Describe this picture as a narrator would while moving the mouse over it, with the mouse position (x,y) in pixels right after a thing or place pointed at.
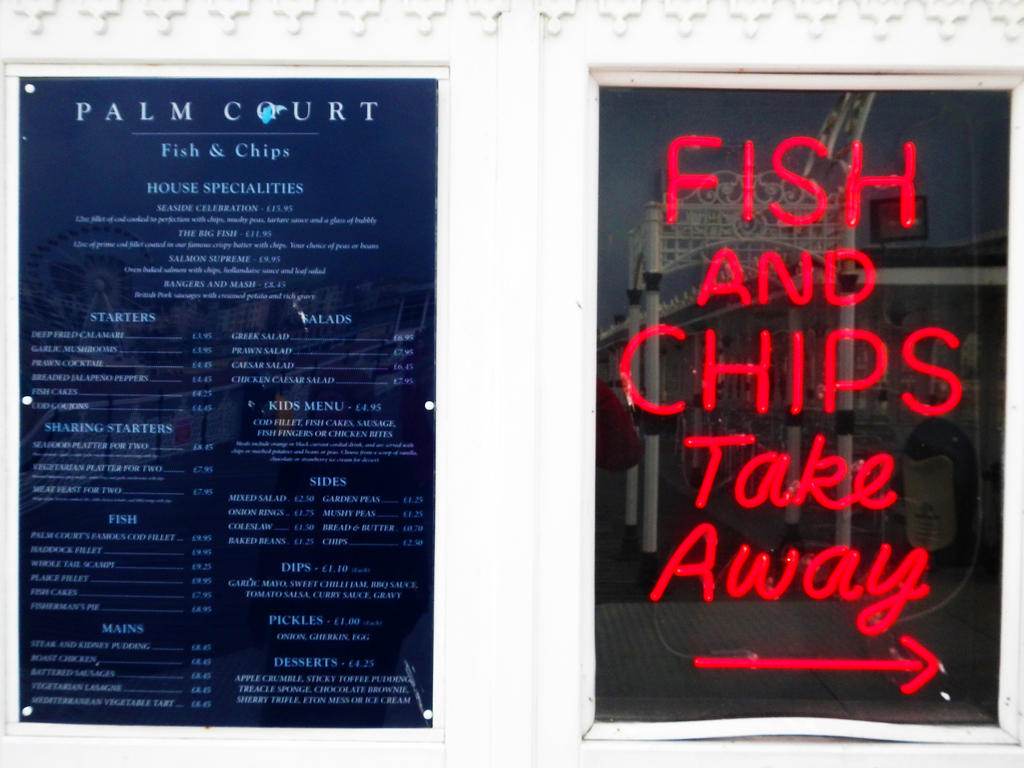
In this image we can see a menu card (395,365) and a neon sign (873,379). In the menu card (383,342) there is a text (337,517). In the neon sign (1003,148) there is text (868,460). In the background of the image (472,723) there is a white background (505,707).
